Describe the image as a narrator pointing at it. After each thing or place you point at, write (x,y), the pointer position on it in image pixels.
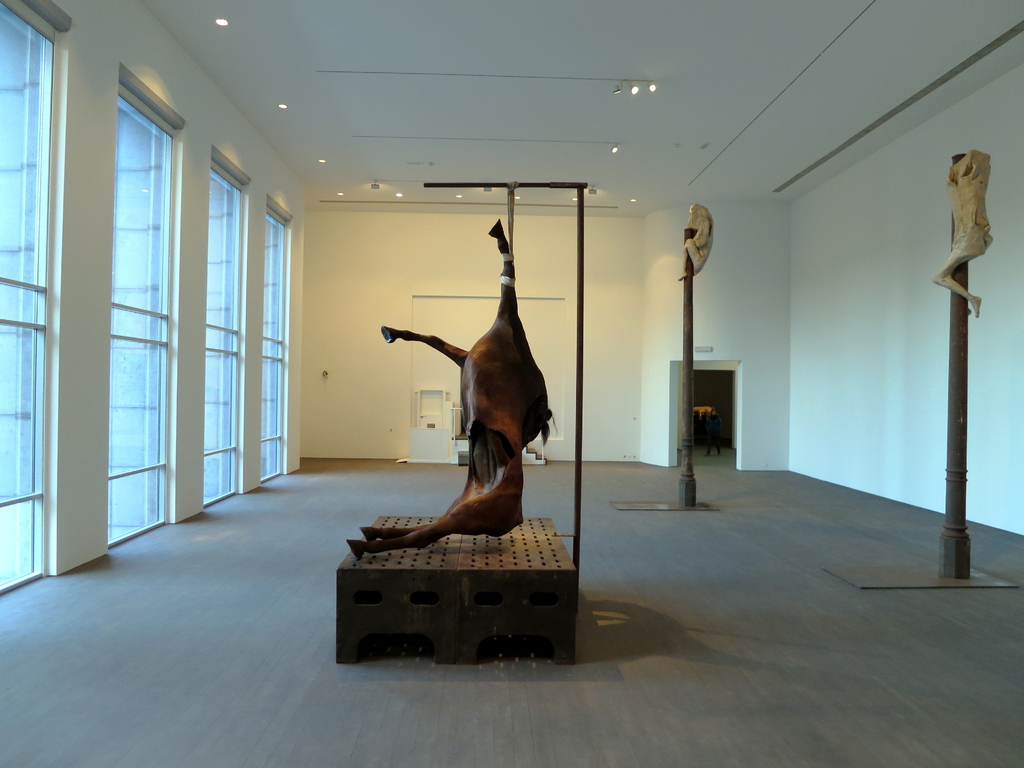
As we can see in the image there is a white color wall (776,250), statues (690,325), windows (133,223) and lights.
